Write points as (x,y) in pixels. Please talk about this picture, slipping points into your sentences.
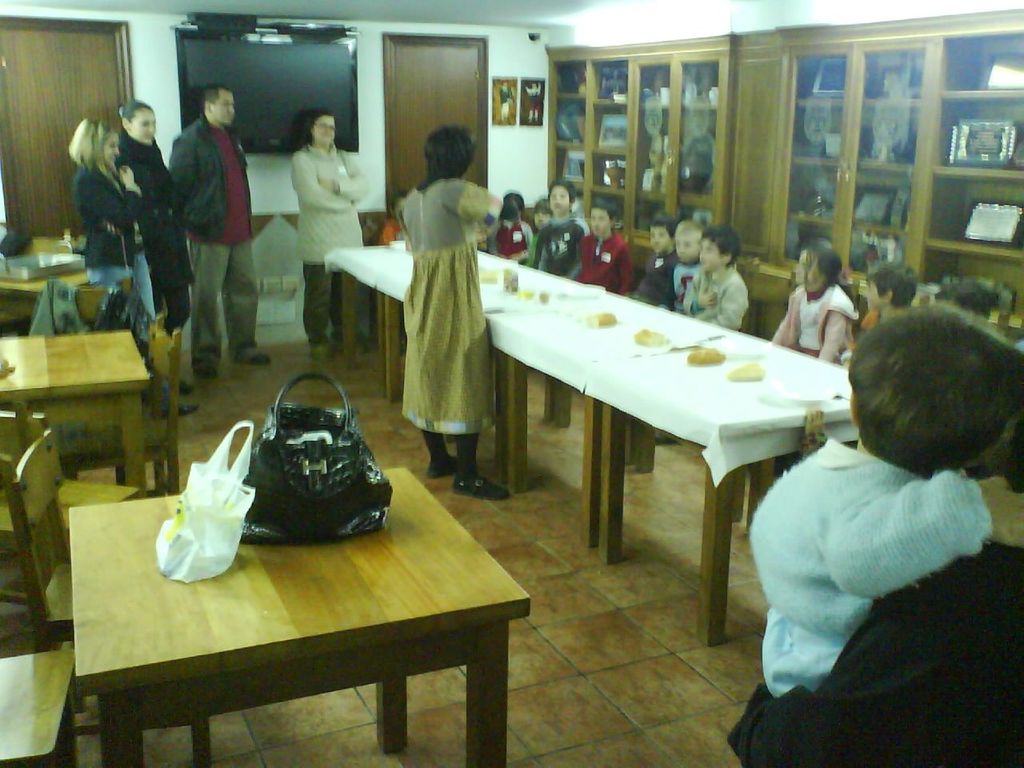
There are group of children (664,269) sitting in a chair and there is a table (578,308) in front of them and there are group of people (416,214) standing in front of them.
